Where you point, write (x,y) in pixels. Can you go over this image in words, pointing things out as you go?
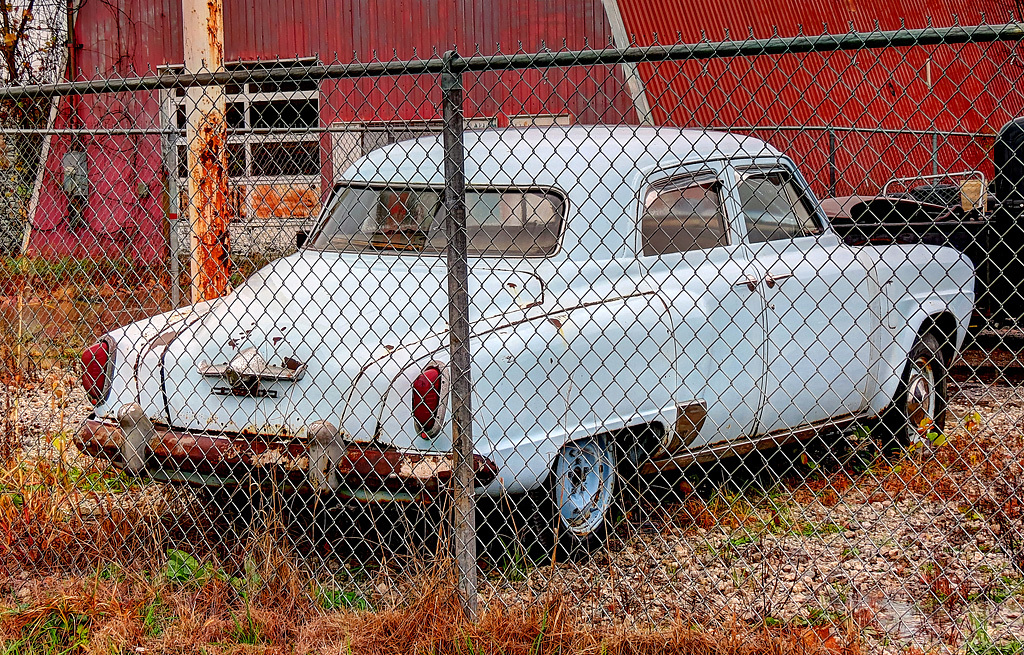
In this image, we can see vehicles (477,214) on the ground (38,301) and there is a mesh (282,131) and we can see a shed (226,49) and some trees (35,38).
